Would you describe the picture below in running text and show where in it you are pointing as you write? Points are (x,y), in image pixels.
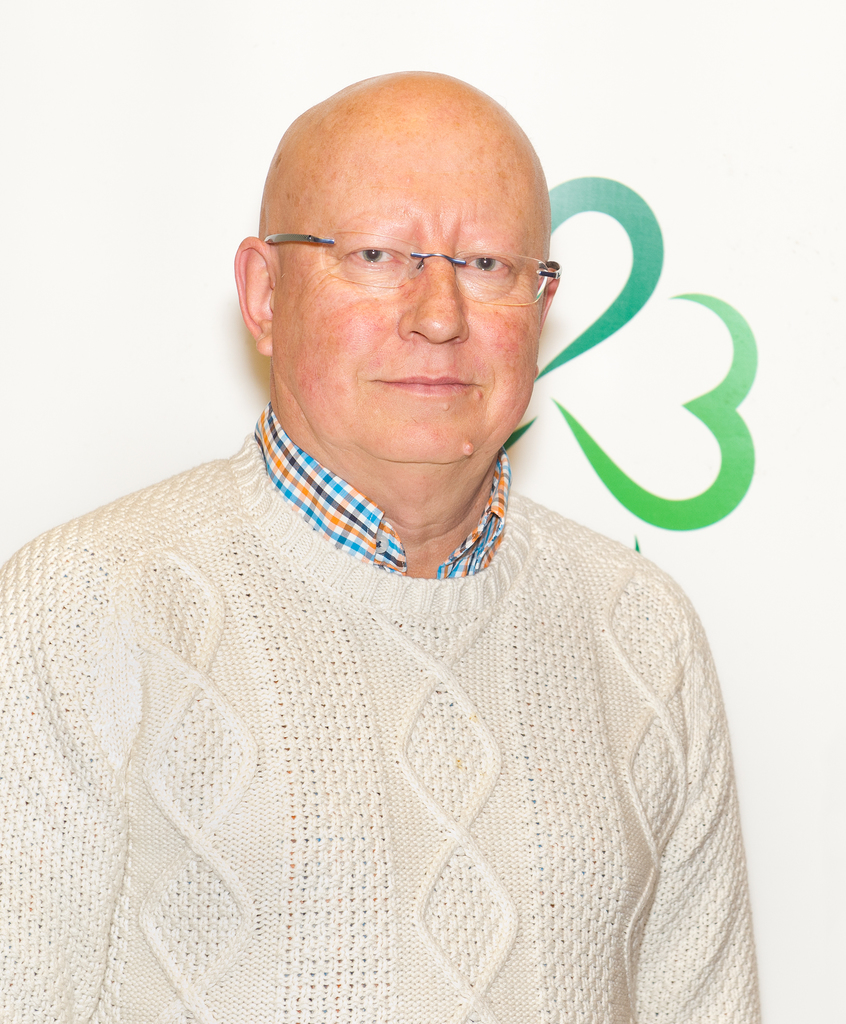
Here I can see a man (283,710) wearing a white color sweater (261,701), spectacles (519,281), and giving pose for the picture. In the background (637,231), I can see a green color painting (643,269) on a white surface (805,304).
